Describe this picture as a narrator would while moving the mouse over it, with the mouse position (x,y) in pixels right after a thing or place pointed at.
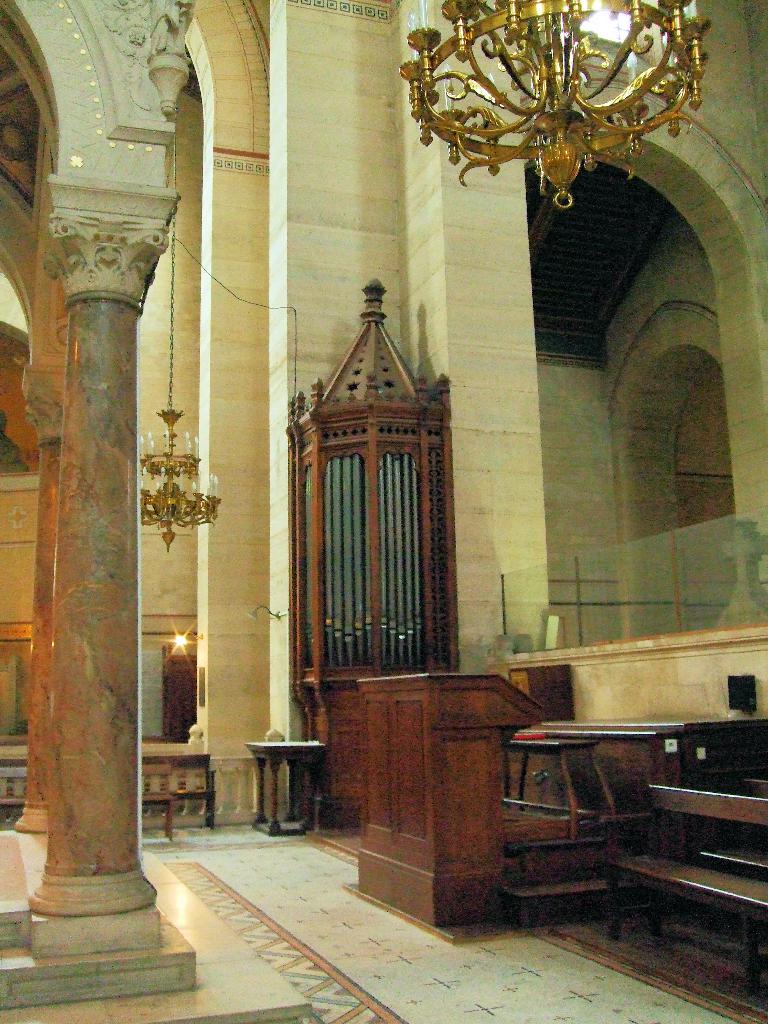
In the image we can see there is a building (510,170) and there is a chandelier (554,138). There are candles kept on the chandelier (186,458) and there are pillars (203,573). There is wooden bench (747,811) and table (634,751) and at the corner there is a wooden table (309,746) kept on the floor (293,867). There are marble tiles (277,917) on the floor (277,917).
